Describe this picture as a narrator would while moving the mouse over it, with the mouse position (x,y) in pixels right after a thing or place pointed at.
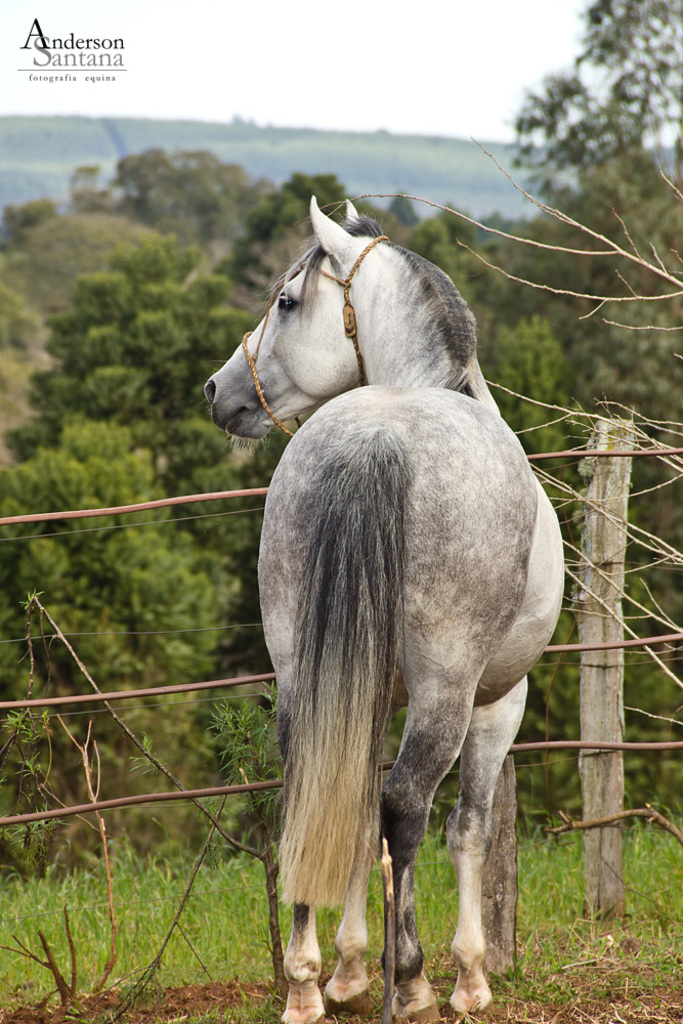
In this picture there is a white horse (340,650) standing near to the fencing (554,747). In the background (549,430) we can see mountains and trees (208,214). At the top (417,49) there is a sky (410,70). At the bottom (156,975) we can see grass (198,896). On the top left corner (101,45) there is a watermark (86,42).
